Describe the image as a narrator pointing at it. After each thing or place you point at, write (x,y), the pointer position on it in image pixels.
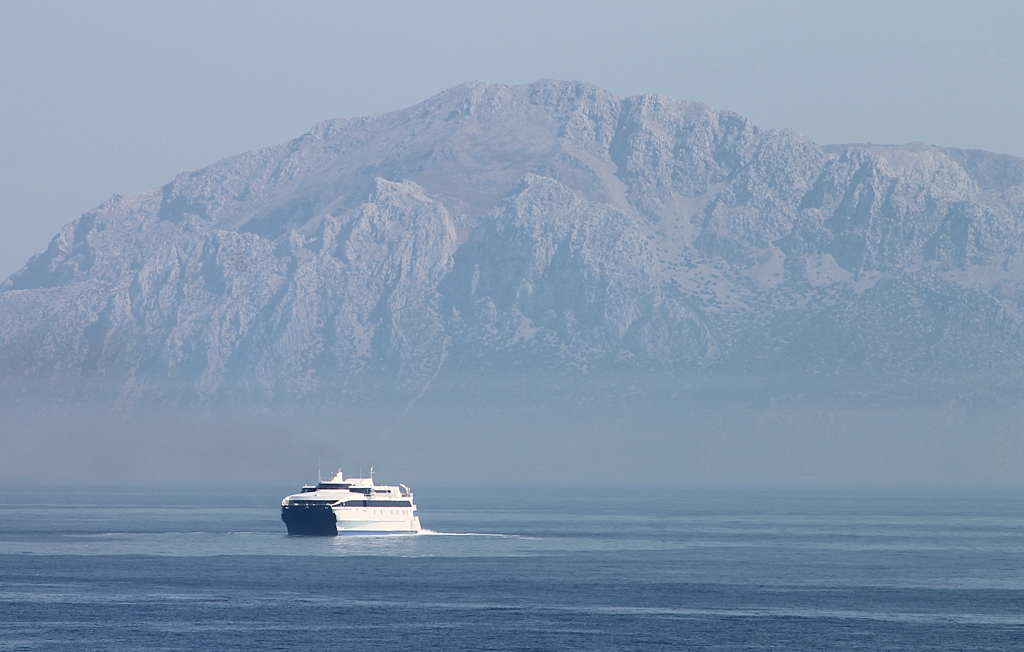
In this image I can see the ship (342,519) on the water (336,549). The ship (335,524) is in white color and the water (445,568) are in blue color. In the background (514,325) I can see the mountain (478,152) and the sky (334,99).
